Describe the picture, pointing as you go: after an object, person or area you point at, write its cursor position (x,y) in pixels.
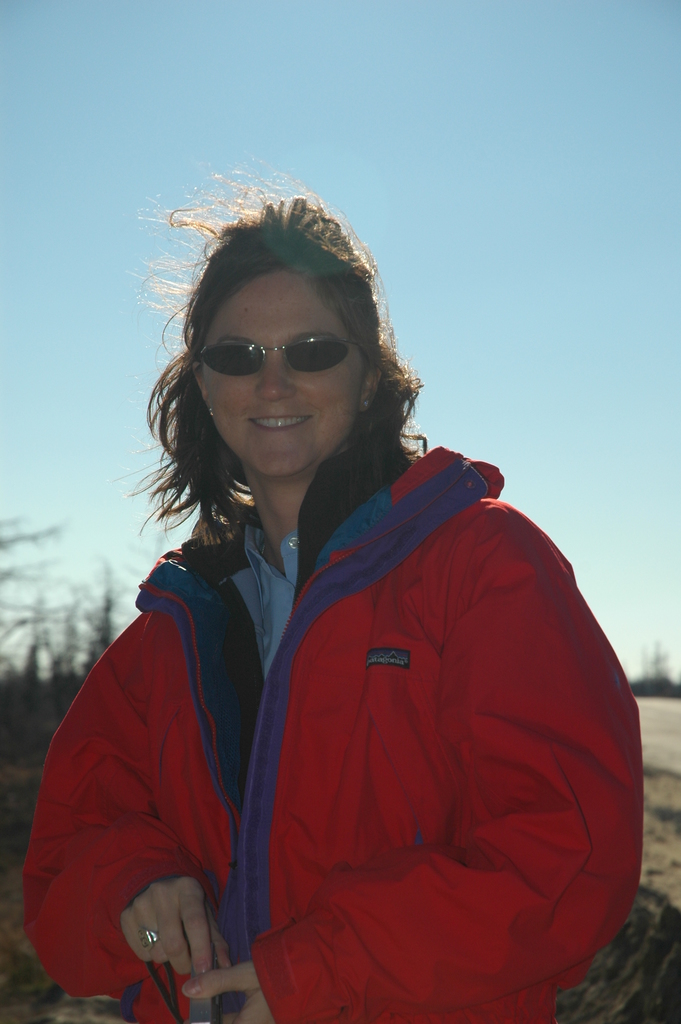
The woman (250,358) in front of the picture wearing a red jacket (317,702) and goggles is standing. She is smiling. Behind her, we see trees (665,674). At the top of the picture (364,163), we see the sky (484,205), which is blue in color. It is a sunny day. In the background (58,704), it is blurred.
